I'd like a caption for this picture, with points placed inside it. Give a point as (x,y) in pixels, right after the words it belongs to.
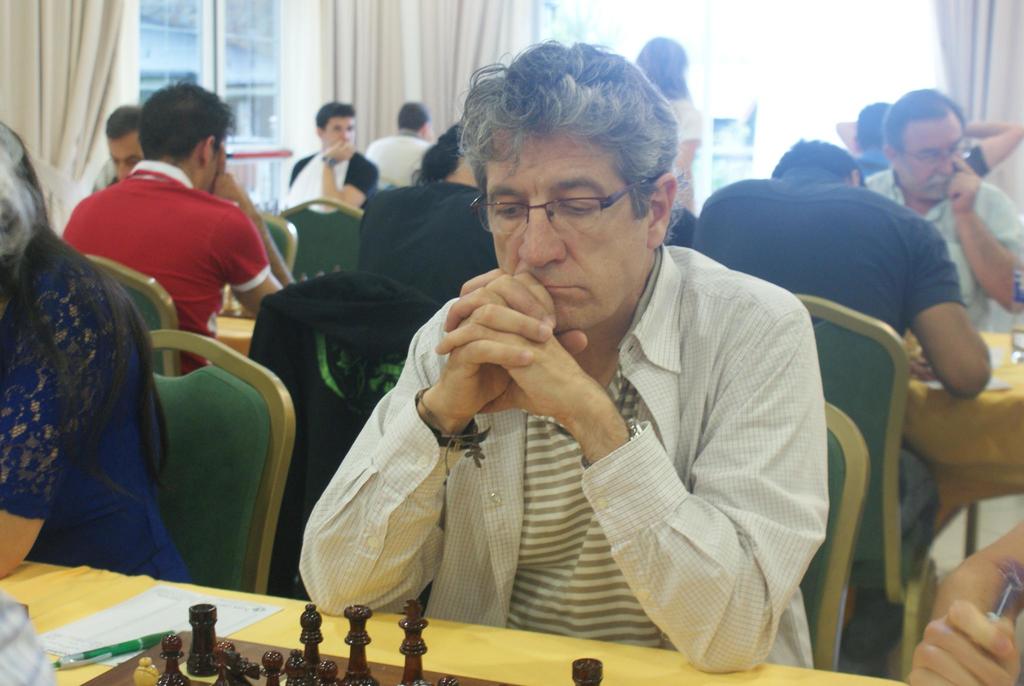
In this image I see number of people (935,140) who are sitting on chairs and there are lot of tables (1019,485) in front of them, on which there are papers (114,659), pens (128,648), chess board (390,676) and coins (575,677) on it. In the background (102,17) I see the windows (261,2) and the curtains (35,42).
